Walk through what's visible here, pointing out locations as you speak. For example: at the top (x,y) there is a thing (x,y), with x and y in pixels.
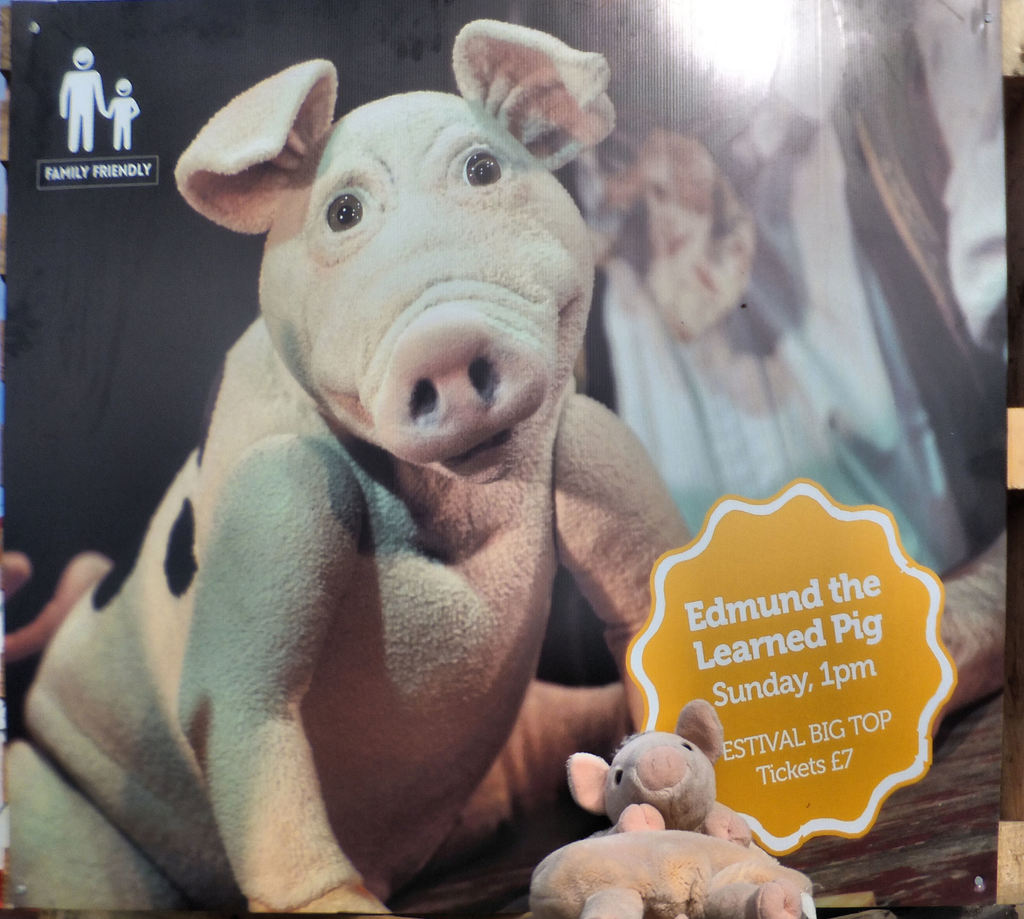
In this picture we can see a poster (763,562), toys (667,761) and in this poster (390,761) we can see an animal (508,389), some text (818,588).
